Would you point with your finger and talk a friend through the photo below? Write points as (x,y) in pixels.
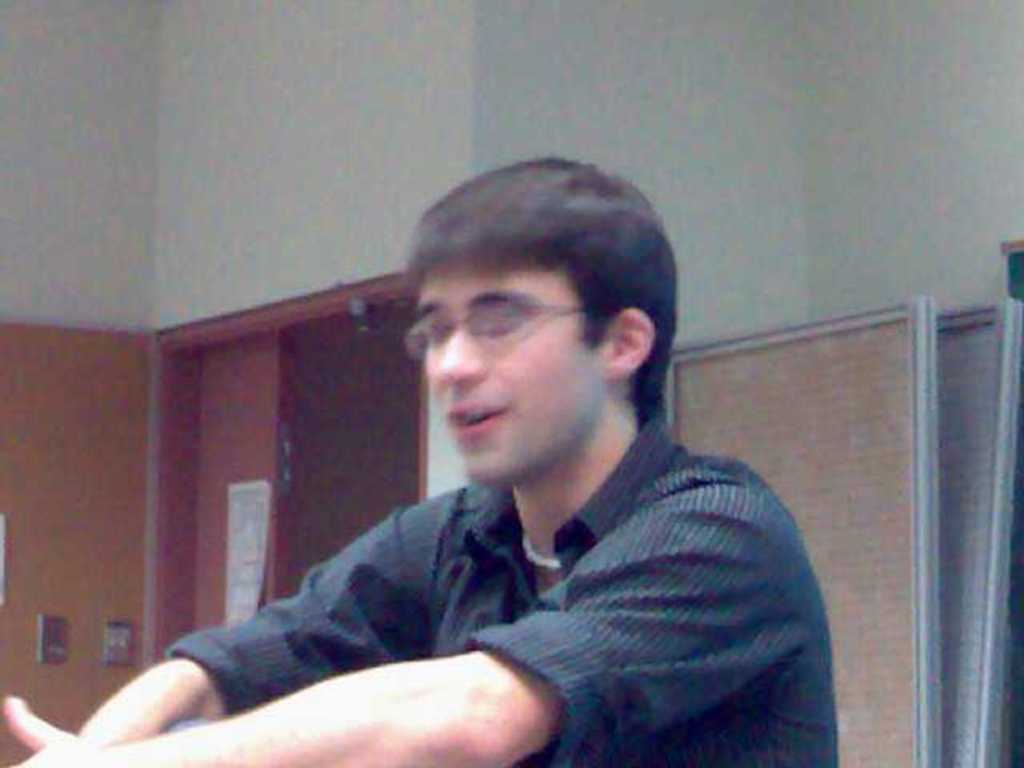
In this picture I can see there is a man (804,734) standing, he is wearing a shirt (677,530) and he is having spectacles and he is talking and there is a door (401,368) in the backdrop (483,19) and there is a wall (450,22). The picture is blurred.
